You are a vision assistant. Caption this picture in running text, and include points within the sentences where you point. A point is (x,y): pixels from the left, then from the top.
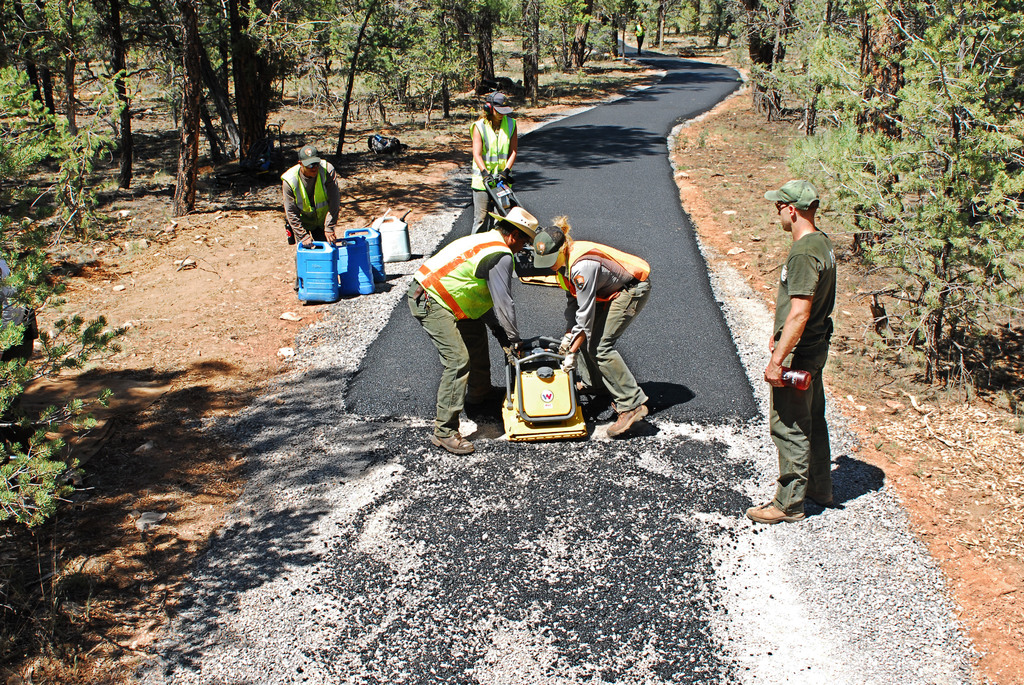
In this image there are trees (406,65) truncated towards the top of the image (492,62), there are trees (977,174) truncated towards the right of the image (961,130), there are trees (26,421) truncated towards the left of the image (41,115), there is the road (655,182), there are persons (312,211) on the road (530,189), there are persons (601,363) holding objects (324,270), there are objects (357,260) on the ground (402,193).
